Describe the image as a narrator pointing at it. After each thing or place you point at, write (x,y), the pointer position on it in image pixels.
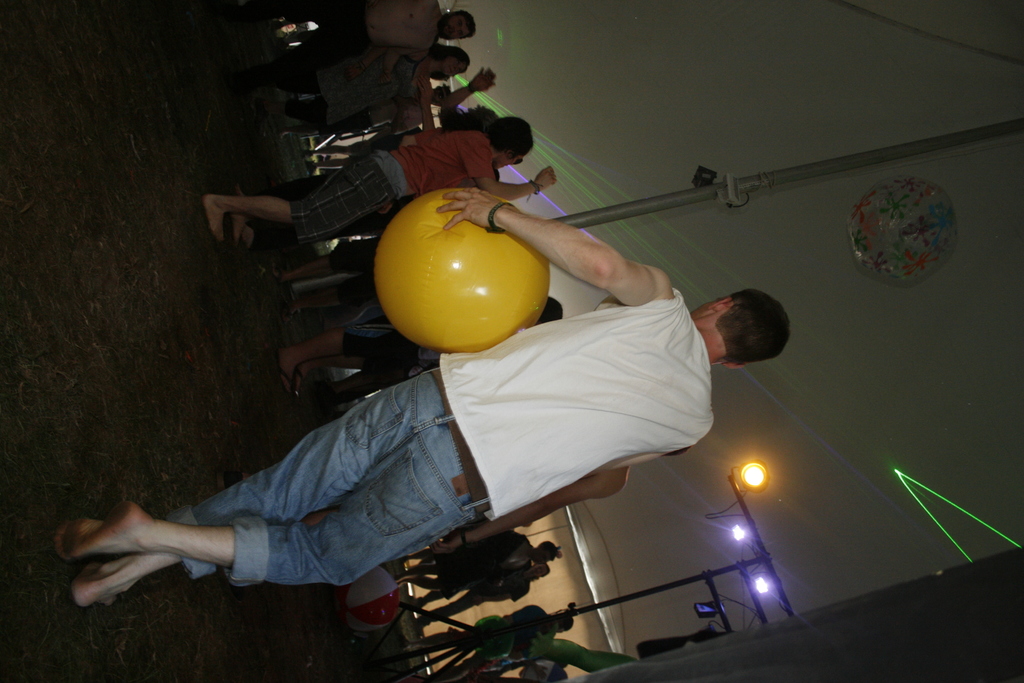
This image consists of many people (292,230) dancing. In the front (340,471), the man (331,460) holding a yellow ball (437,321) is walking. At the bottom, there is a floor (62,615). At the top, there is a roof (759,222), it looks like a tent (804,411).
